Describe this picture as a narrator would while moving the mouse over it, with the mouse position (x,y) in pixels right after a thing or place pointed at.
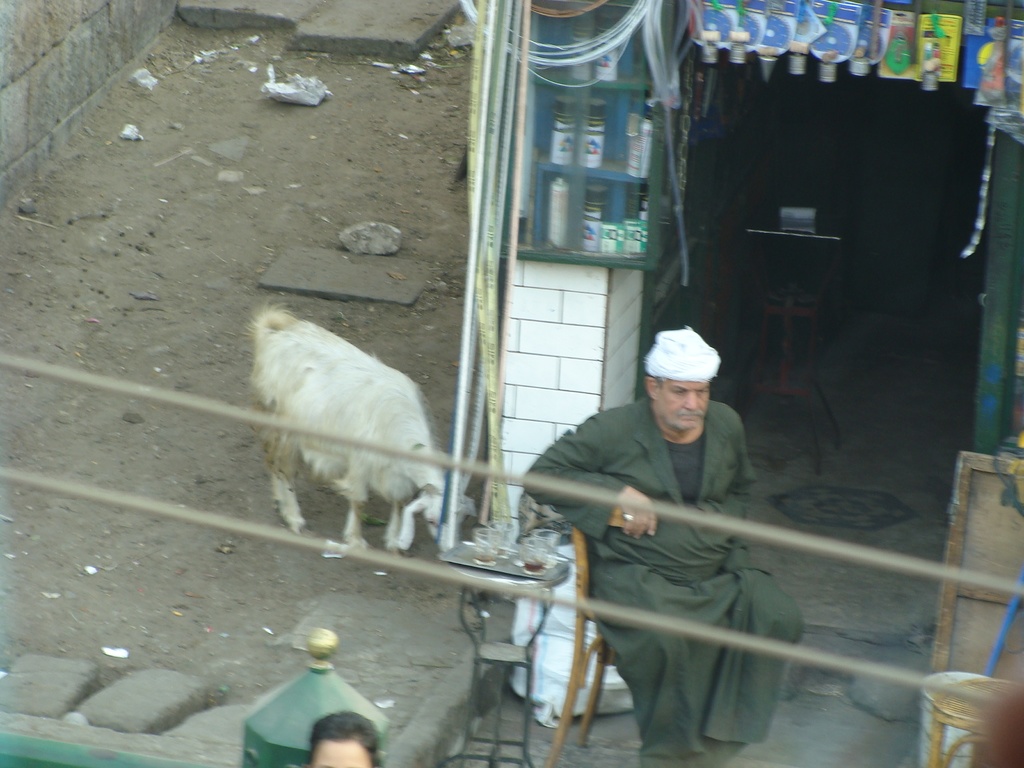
This is a picture taken in the outdoor. The man (677,578) is sitting in a chair (583,659) in front of the man (600,583) there is a table (544,607) on the table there are four glasses (529,556) on a tray (515,555). Background of the man (693,413) is a shop (629,302) and a animal (331,390) on the field (392,358).
